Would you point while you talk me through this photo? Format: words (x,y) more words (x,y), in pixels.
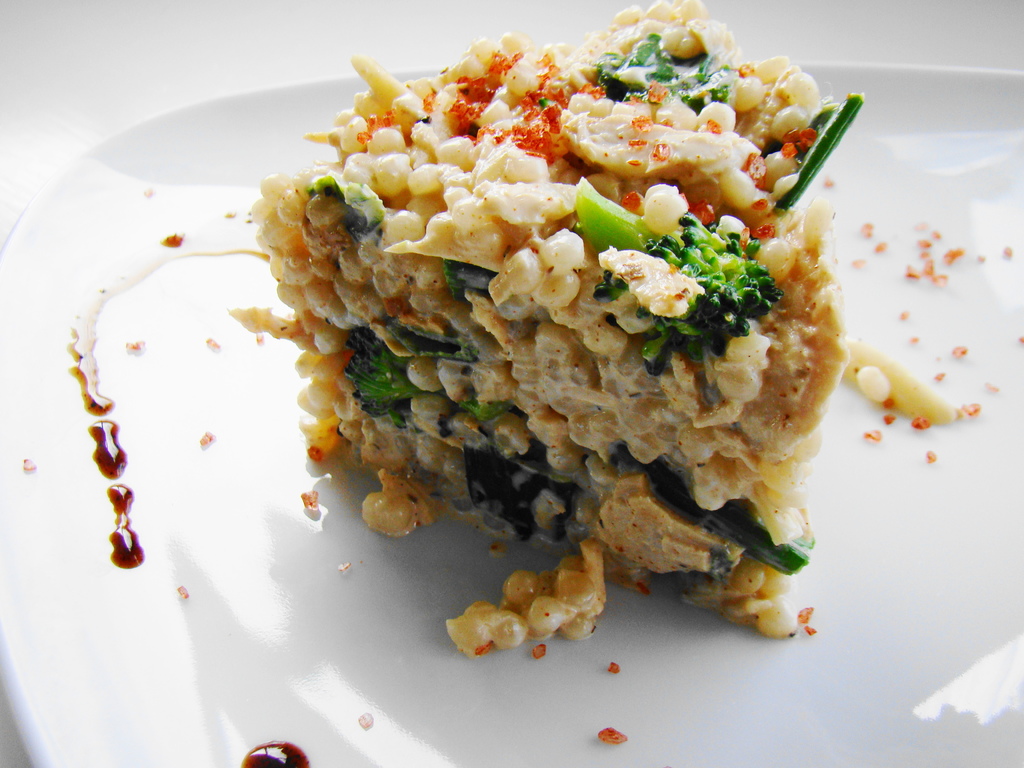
In this image, I can see a plate (532,686), which contains food (437,365). This food (492,237) is made of broccoli (724,244) and few other ingredients (680,383).
